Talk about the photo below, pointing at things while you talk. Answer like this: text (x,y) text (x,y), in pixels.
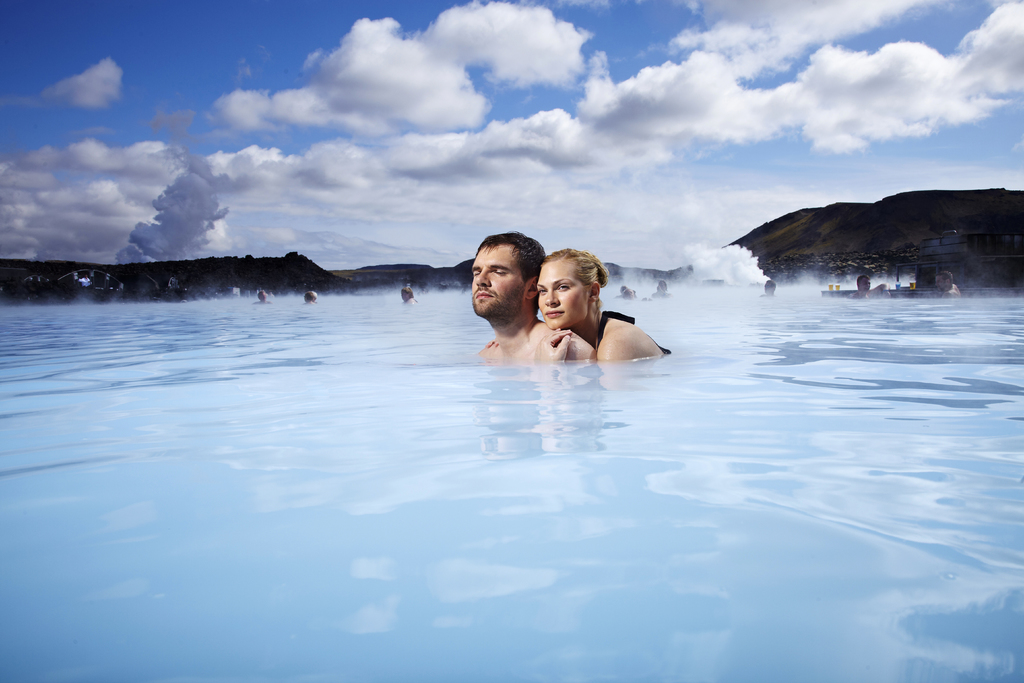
In the center of the image (544,344) we can see a man (504,332) and a lady (558,328) in the water (421,442). In the background (248,283) we can see people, hills (793,275) and sky (836,129).
